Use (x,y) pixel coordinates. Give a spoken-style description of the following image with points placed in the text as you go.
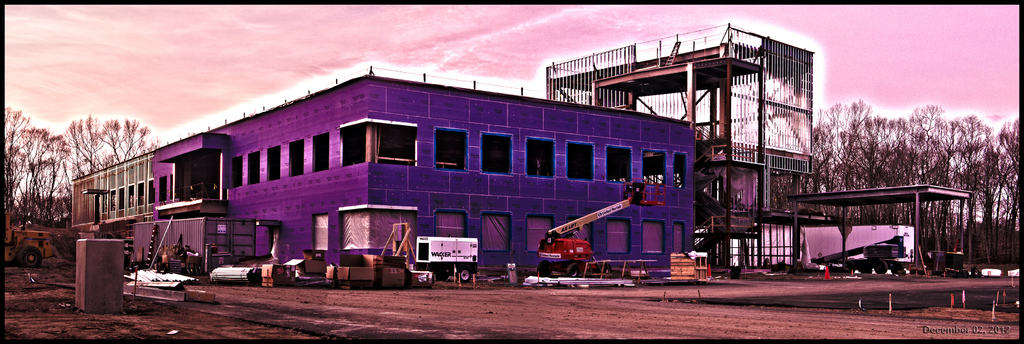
In this image in the center (553,224) there is building (480,225) in front of the building (328,229) there cranes (565,266) and on the right side of the building (666,248) there is a structure (743,163) and is a shelter (845,224) and there are trees (897,170). On the left side of the building (537,225) there are trees (93,147) and the sky (359,23) is cloudy.
